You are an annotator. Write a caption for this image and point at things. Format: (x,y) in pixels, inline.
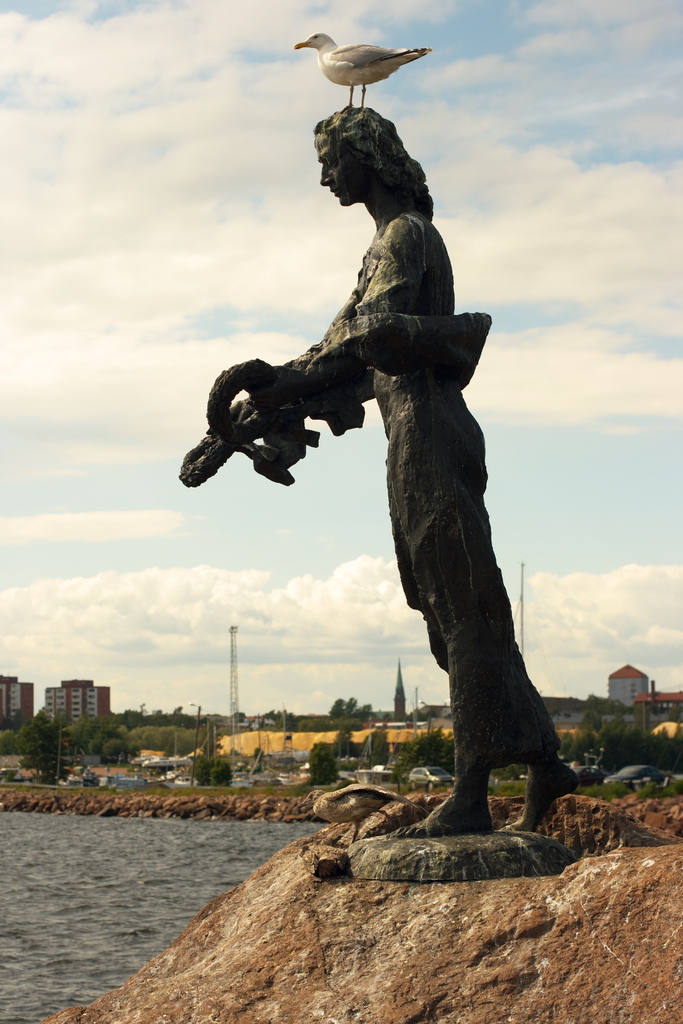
In the center of the image (313,358) there is a bird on the statue (441,594). At the bottom (603,871) there is a rock (389,966). In the background (188,863) we can see water (100,855), buildings (11,714), trees (596,749), towers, grass (223,789), sky (243,619) and clouds (134,614).
